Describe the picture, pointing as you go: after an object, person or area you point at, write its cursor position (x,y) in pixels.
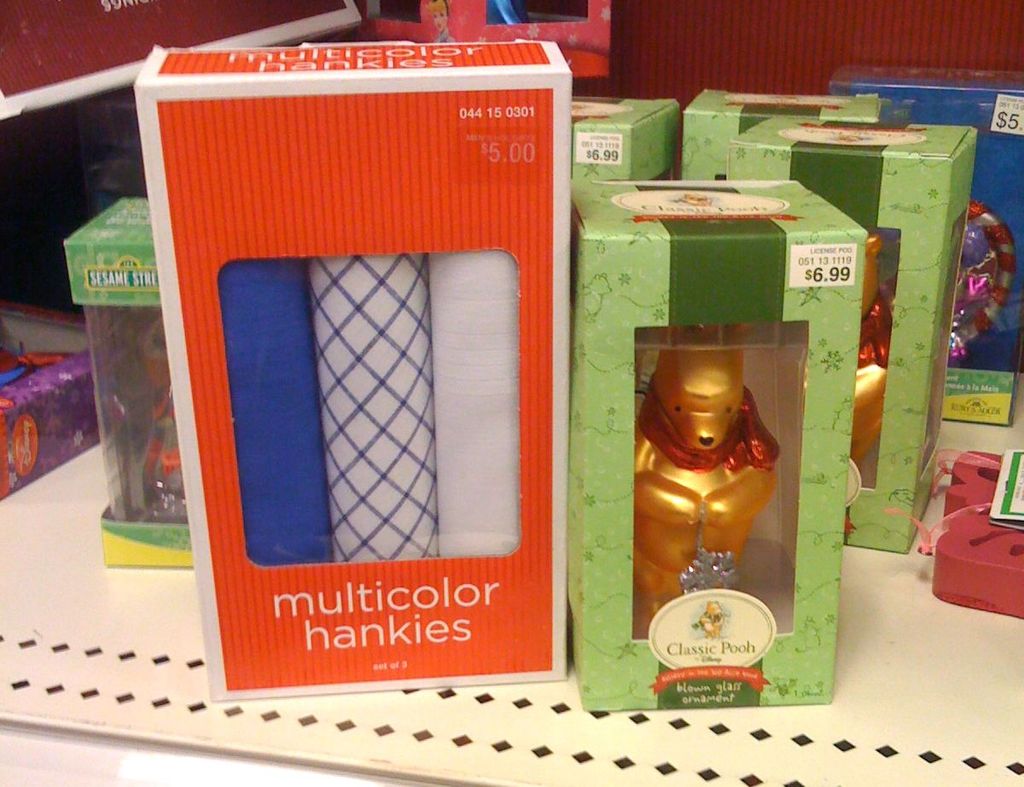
In this image I can see toys (687,386) and cloth (248,493) visible on the boxes (693,206) and the boxes (689,706) kept on the shelf (80,578) and at the top (938,50) I can see red color wall (922,51).
